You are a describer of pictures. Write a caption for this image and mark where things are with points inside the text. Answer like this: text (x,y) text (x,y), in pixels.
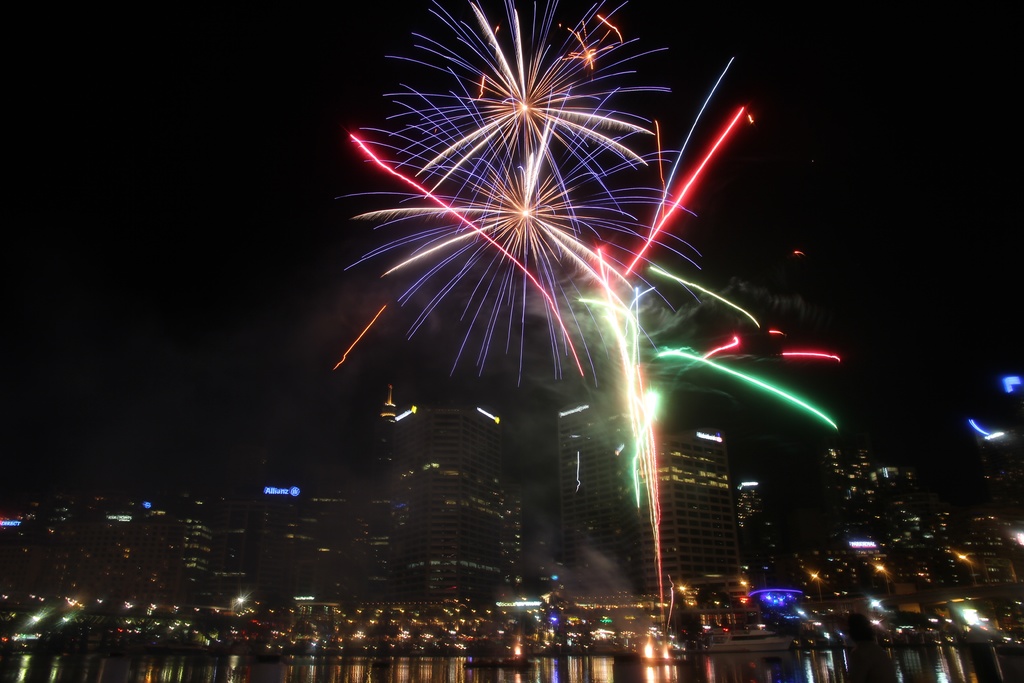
There is a water (353,669) at the bottom of this image (487,654) and there are some buildings (592,560) in the background (394,534). There are some fireworks (577,225) is in the sky (465,227).
